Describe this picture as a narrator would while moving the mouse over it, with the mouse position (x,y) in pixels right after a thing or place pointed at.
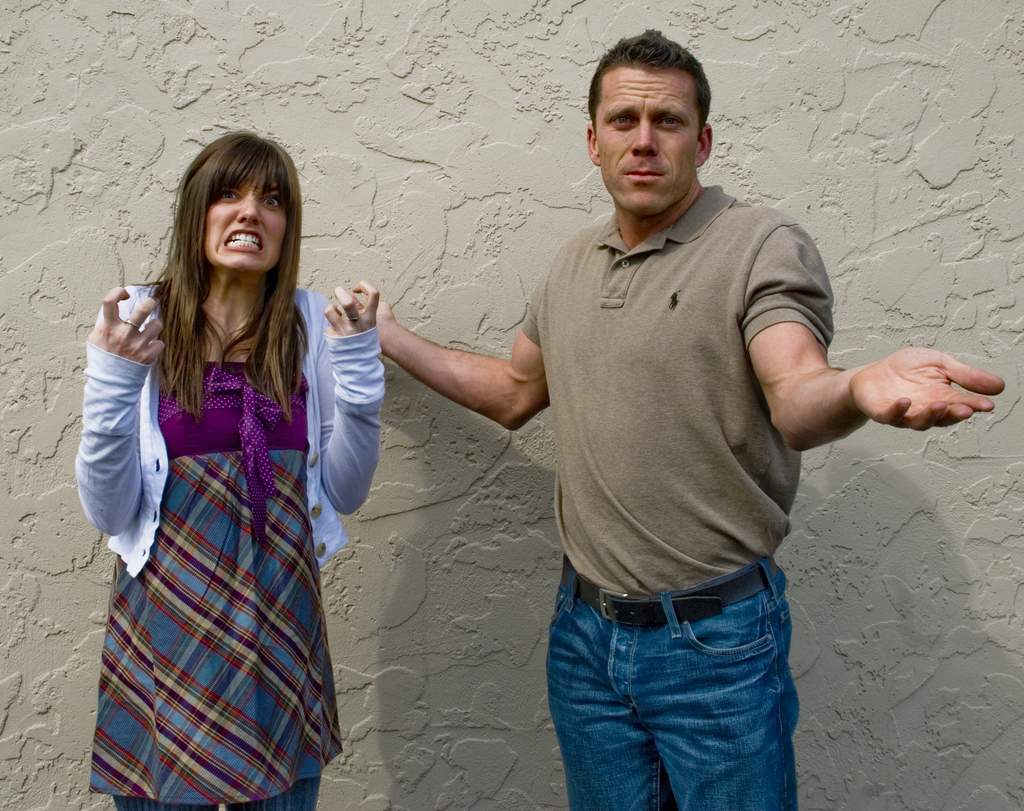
Here I can see a man (601,452) and a woman (188,511) standing and looking at the picture. The man (650,331) is wearing a t-shirt (706,578) and jeans (657,760). The woman (116,415) is wearing white color jacket (145,433). At the back of these people (608,369) there is a wall (357,138).
